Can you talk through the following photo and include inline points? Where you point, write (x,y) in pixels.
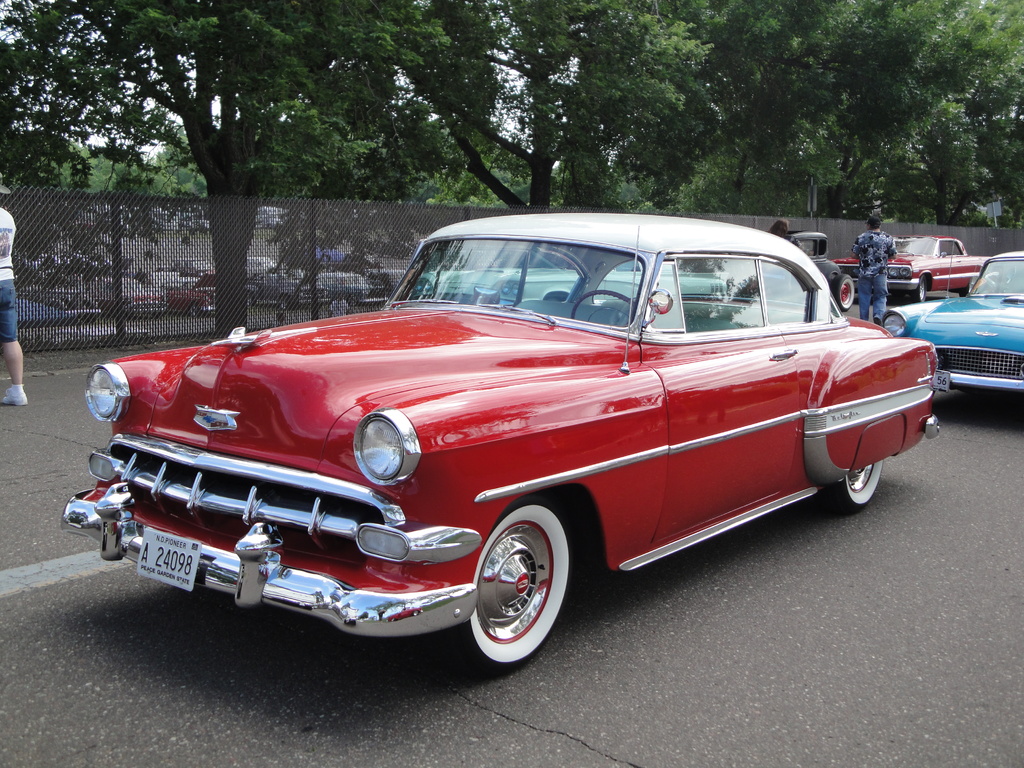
In this picture we can see vehicles (533,507) and people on the road (977,520) and in the background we can see a fence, trees (1017,200).
